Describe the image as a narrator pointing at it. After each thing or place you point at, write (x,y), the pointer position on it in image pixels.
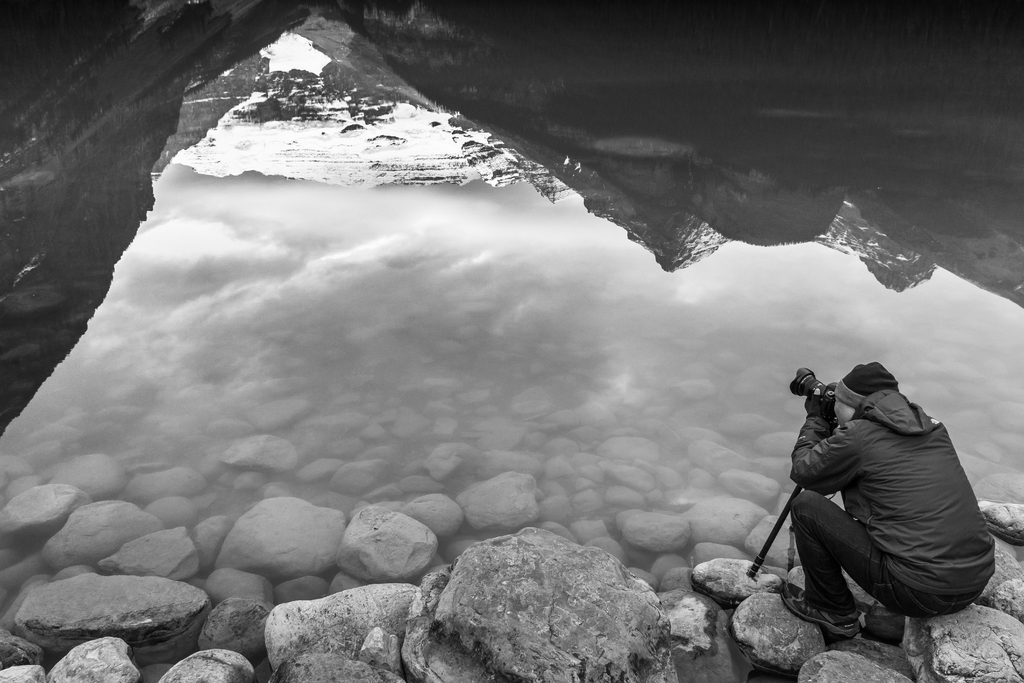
In this image I can see number of stones (126,601), mountains (85,240), a person (849,520) and a camera (825,406). I can see this person (830,441) is wearing jeans (889,574), jacket (925,538) and a cap (889,389). I can see this image is black and white in colour.
